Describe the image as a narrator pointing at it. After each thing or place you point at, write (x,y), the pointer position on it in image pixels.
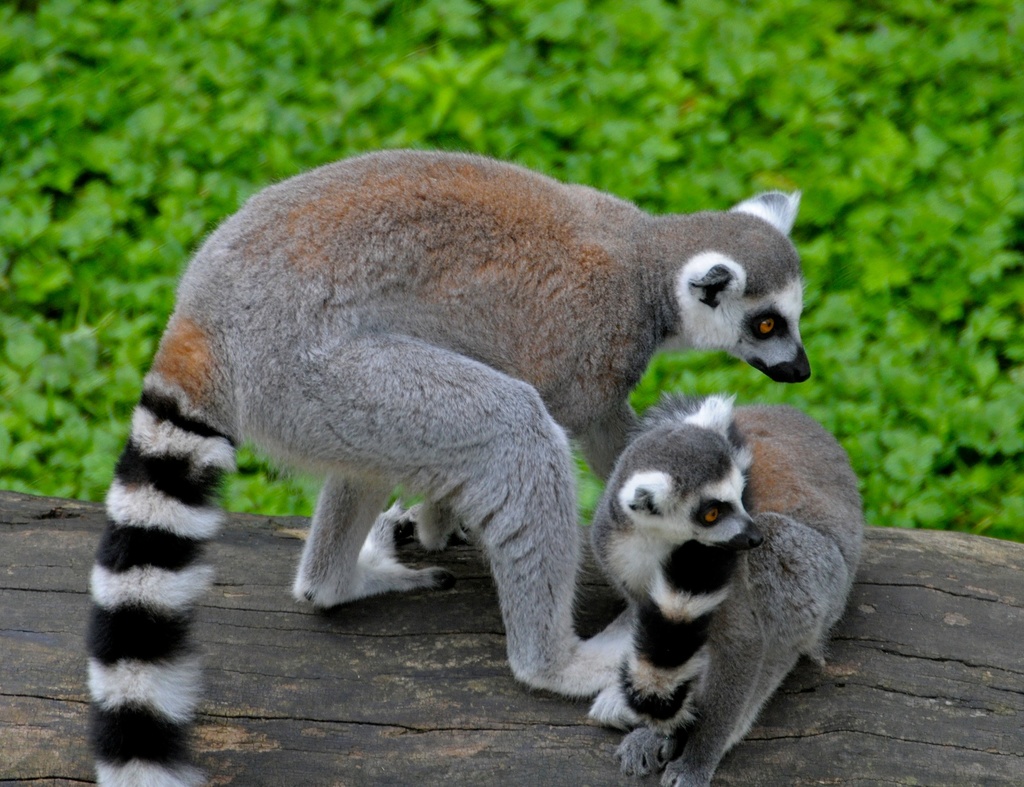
In the center of the image (564,347) we can see animals (568,495) on the wooden block (224,696). In the background (894,339) there are plants (402,117).
